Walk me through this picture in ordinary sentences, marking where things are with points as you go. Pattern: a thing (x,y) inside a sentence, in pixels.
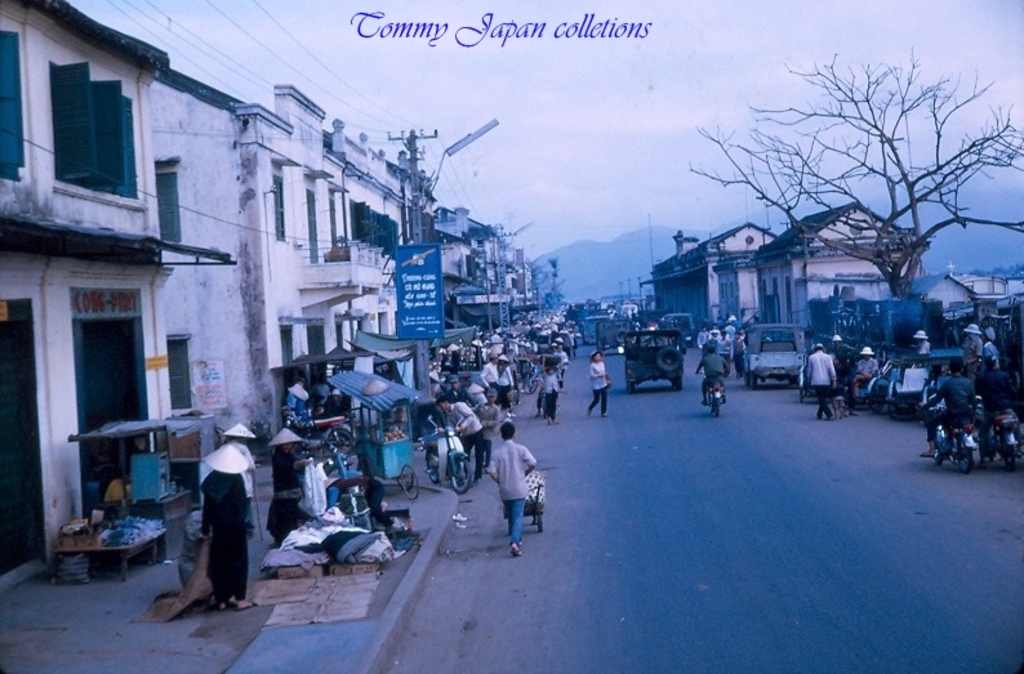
In this image we can see jeeps (786,358), bikes (940,432) and human (506,464) are moving on the road (675,550). To the both sides of the road (641,598), buildings (786,292) are there. Right side of the image (913,296) we can see one tree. Left side of the image (56,644), pavement (235,647) is there. On the pavement (212,626), small shops (302,532) and people (449,418) are present. And one electric pole (417,224) and wires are there. The sky (654,85) is covered with clouds (616,144).
